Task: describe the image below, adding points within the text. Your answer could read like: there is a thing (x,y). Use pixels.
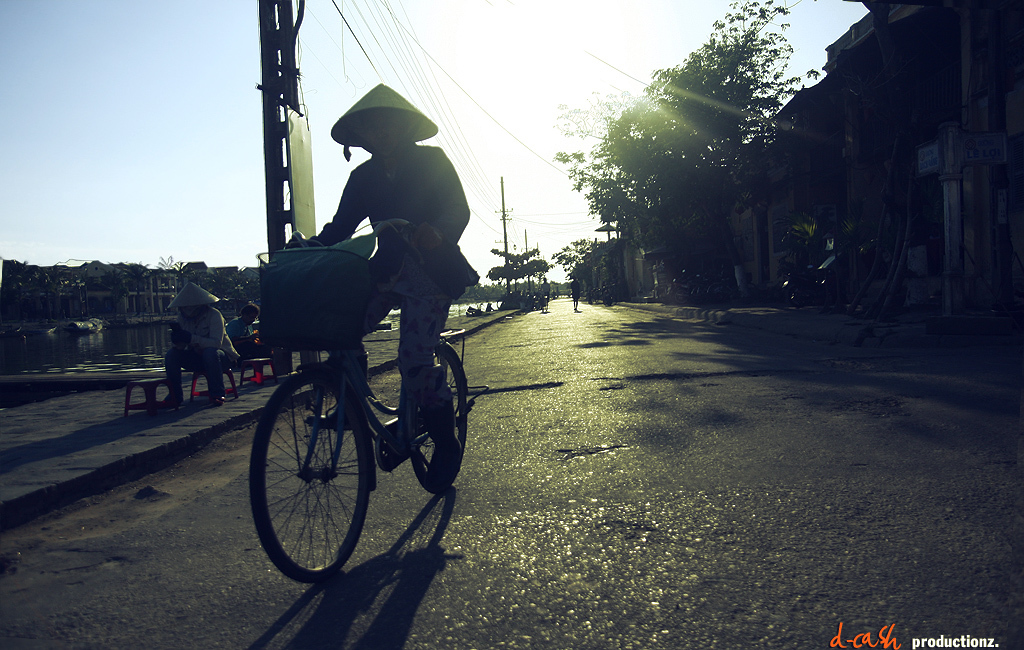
In this picture there is a man (402,185) is riding a bicycle (323,465), the man (399,197) is wearing a hat (399,112). To the right side (701,314) corner there is footpath (787,313), and some trees (692,232) are there on the footpath (821,331). There are some buildings (897,200) to right side (804,283) corner, and a bicycle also we can see. And to the left (269,68) side footpath there are some electrical poles (505,243). And to one of the electric pole (280,220) there is a poster (303,196). And one man (191,335) is sitting on the left side (199,368) on the footpath (484,318) on the stool (215,368) and he is also wearing a hat (188,297). Beside of them there is a lake (102,349).
